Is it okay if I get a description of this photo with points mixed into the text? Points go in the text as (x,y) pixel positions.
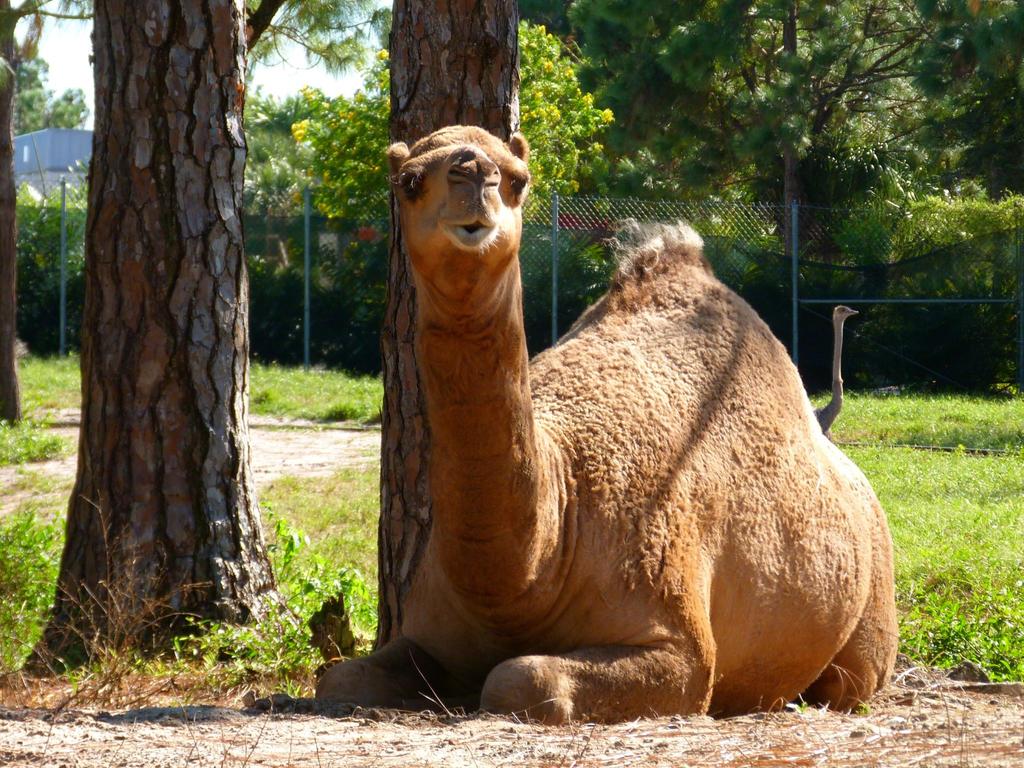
This picture shows a camel (629,506) on the ground (338,565) and we see a bird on the side and we see grass (962,629) on the ground (372,393) and few trees (367,92) and a house (86,133) and we see a metal fence (556,192) and a cloudy sky (51,64). The camel (751,659) is brown in color.
